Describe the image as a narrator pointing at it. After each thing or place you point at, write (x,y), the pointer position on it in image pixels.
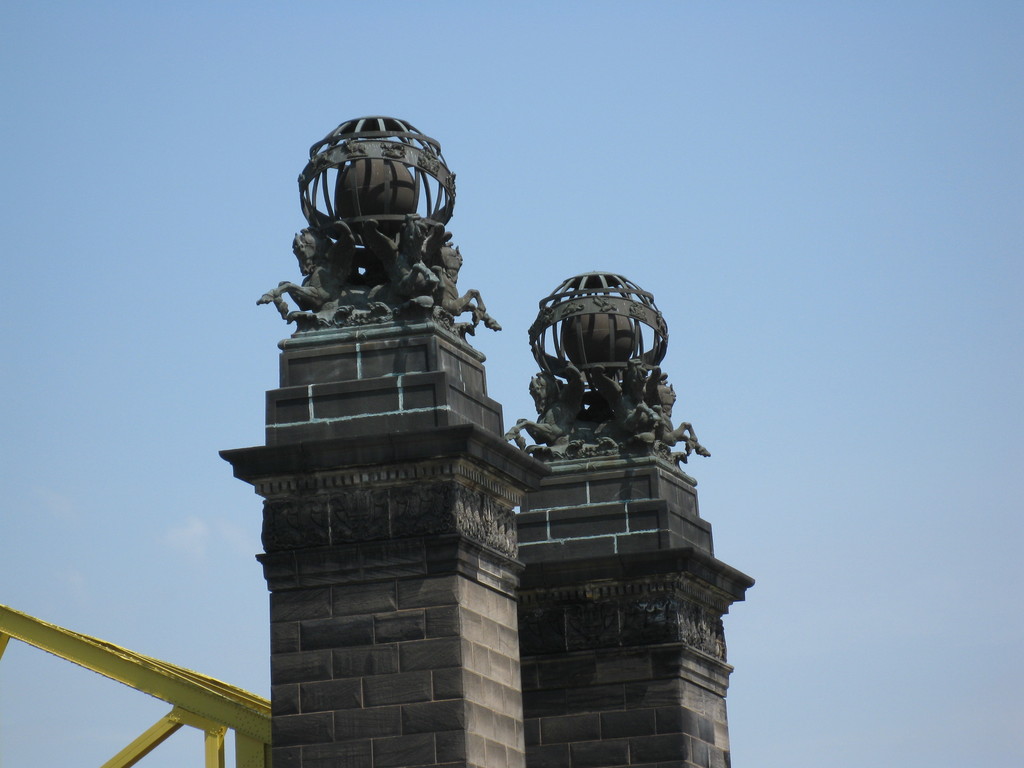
In this picture I can see sculpture (545,429) on the pillars (534,532) and I can see metal rods (211,705) on the left side of the picture (97,665) and a blue sky (669,150).
